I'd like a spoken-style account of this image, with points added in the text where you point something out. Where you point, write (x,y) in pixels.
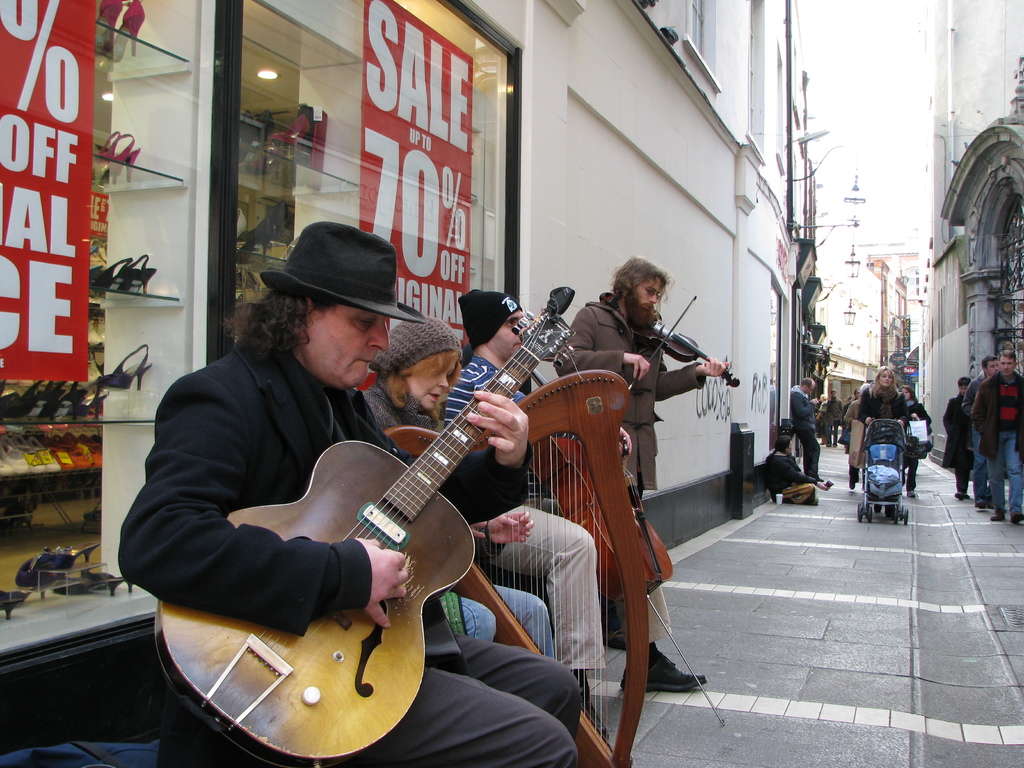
In this picture there are group of people (417,705) those who are playing music outside the shop (708,272), there are buildings (603,85) at the left side of the image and there are other people (795,422) they are walking in the area of the image the person (370,322) who is sitting at the left side of the image (324,594) he is holding the guitar (251,514) in his hand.
